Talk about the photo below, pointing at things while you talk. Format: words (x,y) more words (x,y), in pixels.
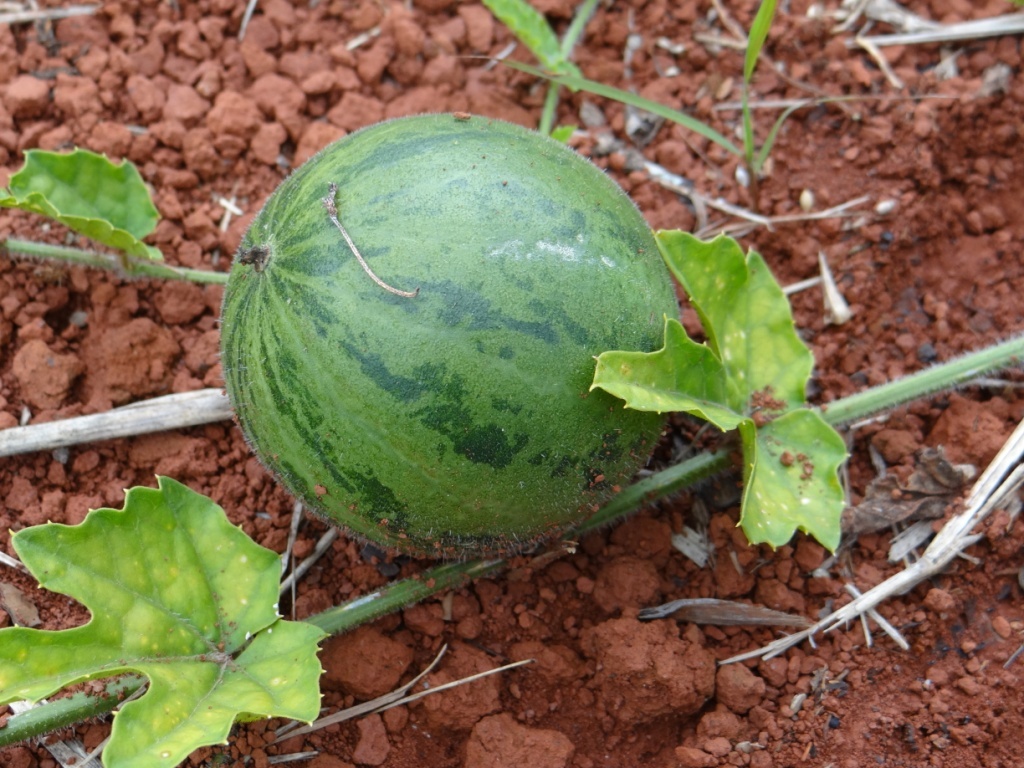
In this image, we can see a fruit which is placed on the land (784,554) with some leaves (830,475) and stick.
